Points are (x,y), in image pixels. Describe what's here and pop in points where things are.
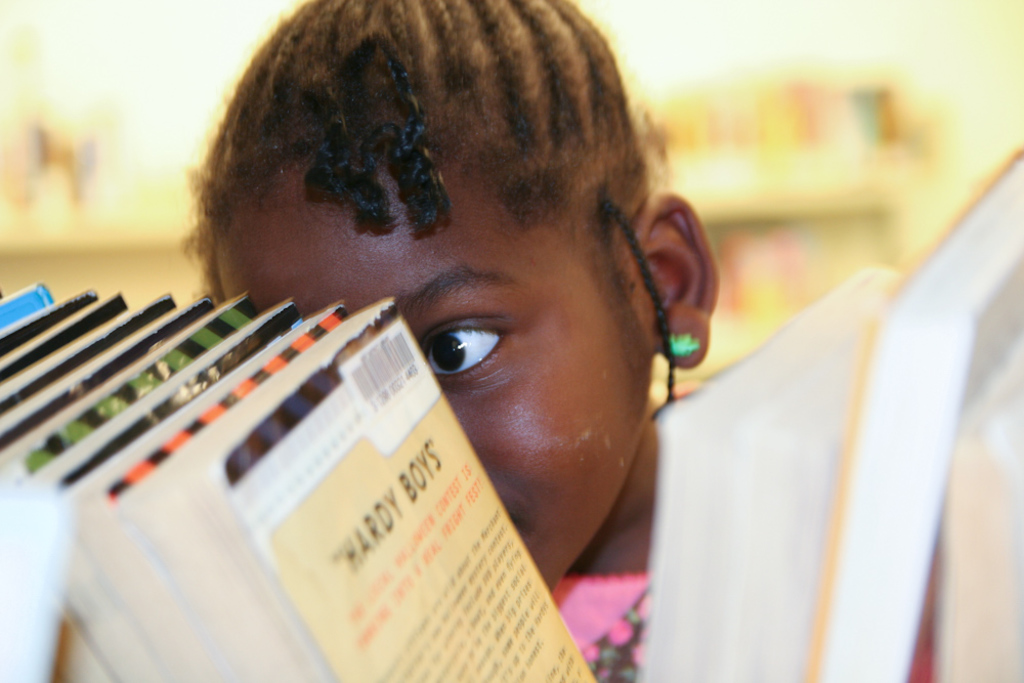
In this image I can see a child (578,193). There are few books (171,483) arranged in order and the background (98,117) is blurry.
